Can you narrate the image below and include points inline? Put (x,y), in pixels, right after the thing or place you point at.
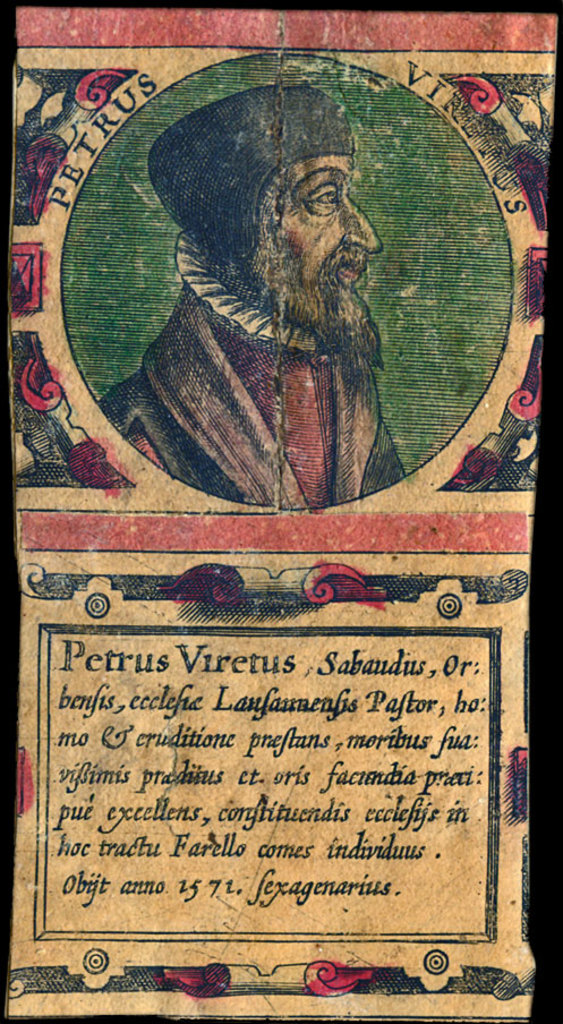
In this picture, it looks like a paper (210,1010). On the paper (191,610) there is an image (203,216) of a person (260,274) and it is written something on it.
